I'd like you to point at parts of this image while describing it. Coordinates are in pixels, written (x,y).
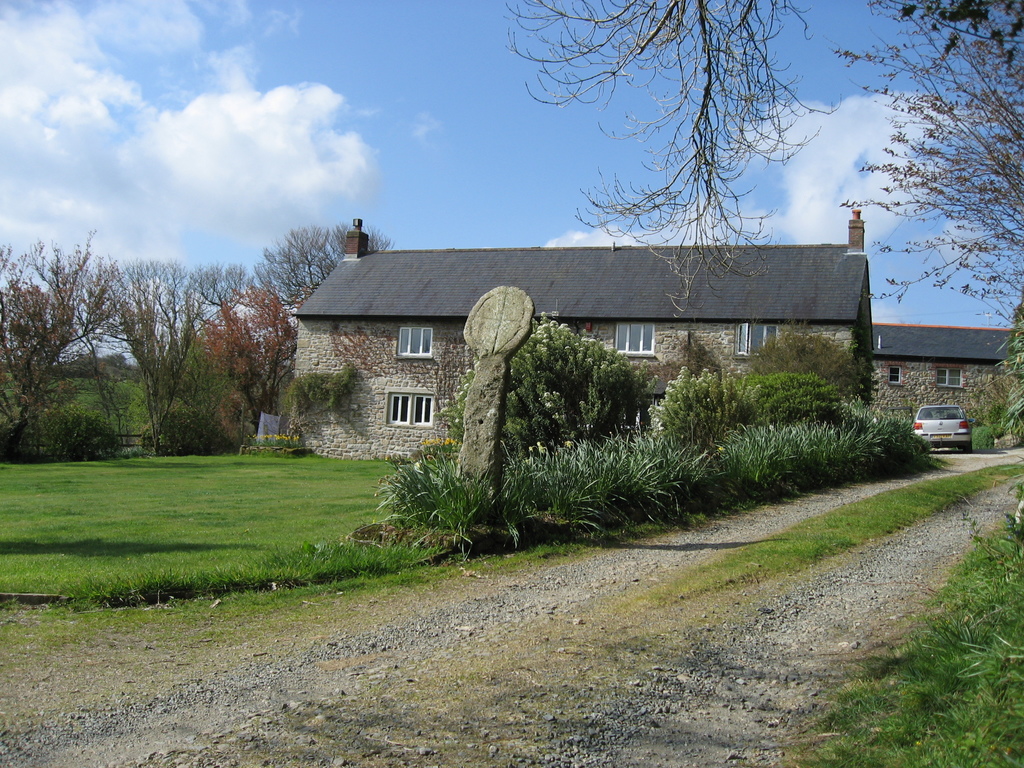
At the bottom of the image (689,601) there is a road (489,608). Behind the road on the ground (177,520) there is grass (164,519) and also there are plants (528,440) and bushes (508,435). And also there is a stone pole (477,446). In the background (424,252) there are buildings (349,336) with walls (398,323), windows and roofs (903,344). Behind the buildings (827,308) there are trees (968,117). At the top of the image (556,117) there is sky (792,181).
